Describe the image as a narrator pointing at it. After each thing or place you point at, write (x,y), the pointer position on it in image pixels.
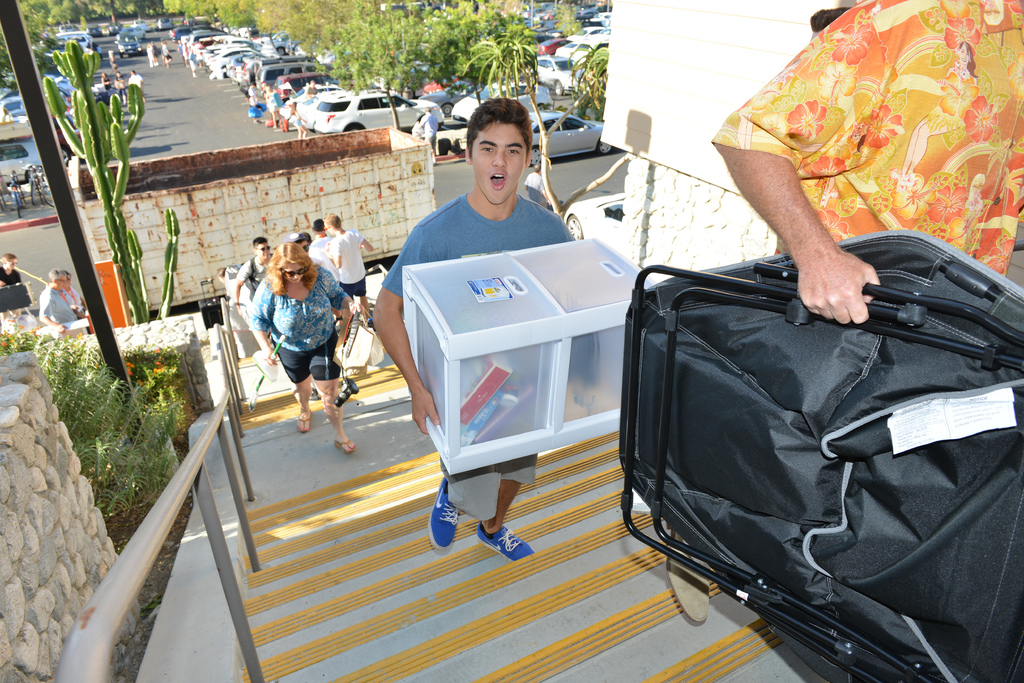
In this picture I can see there are some persons (278,299) climbing the stairs (448,615) and the person (859,274) on right side (938,159) is wearing a orange shirt (925,163) and carrying a black object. The person (498,233) behind him is wearing a blue shirt (448,234) and holding a white object (506,351) in his hand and there is a woman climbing the stairs (474,656). In the backdrop (61,118) I can see there are some cars (198,33) parked here and there are some trees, plants (109,457) and a building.
